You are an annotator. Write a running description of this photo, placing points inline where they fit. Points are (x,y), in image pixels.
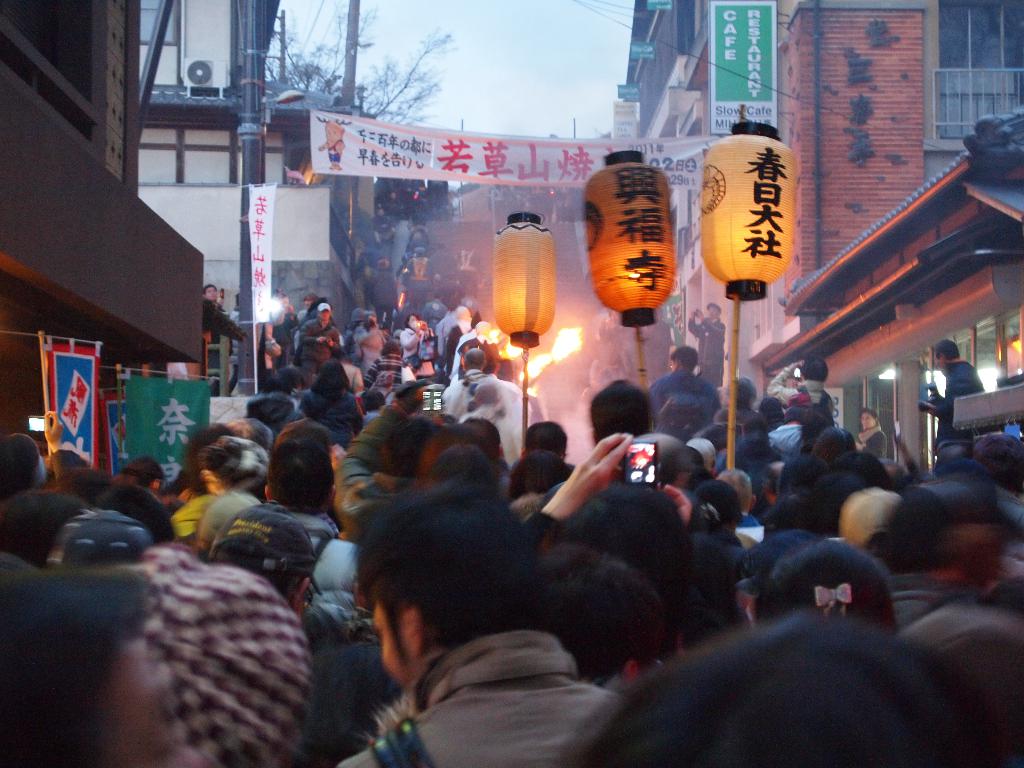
In this picture we can see a group of people (491,621) and in the background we can see buildings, trees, banners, sky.
